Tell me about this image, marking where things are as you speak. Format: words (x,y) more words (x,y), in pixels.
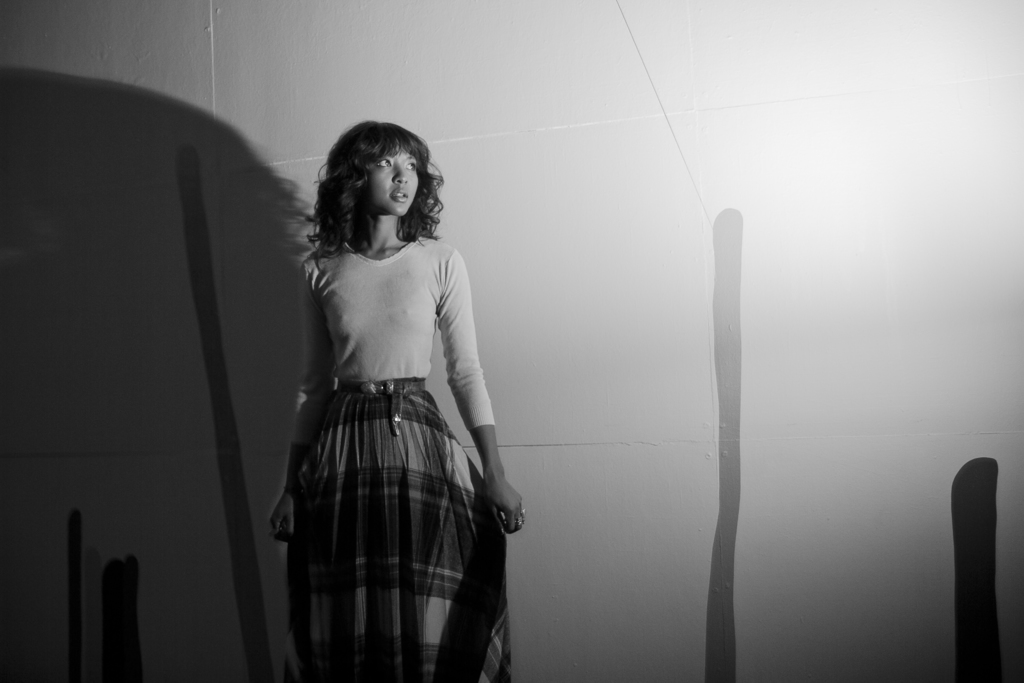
This is a black and white picture. In the background (114,332) we can see the wall (725,166). In this picture we can see a woman (503,582) wearing a dress (381,655) and she is giving a pose.
